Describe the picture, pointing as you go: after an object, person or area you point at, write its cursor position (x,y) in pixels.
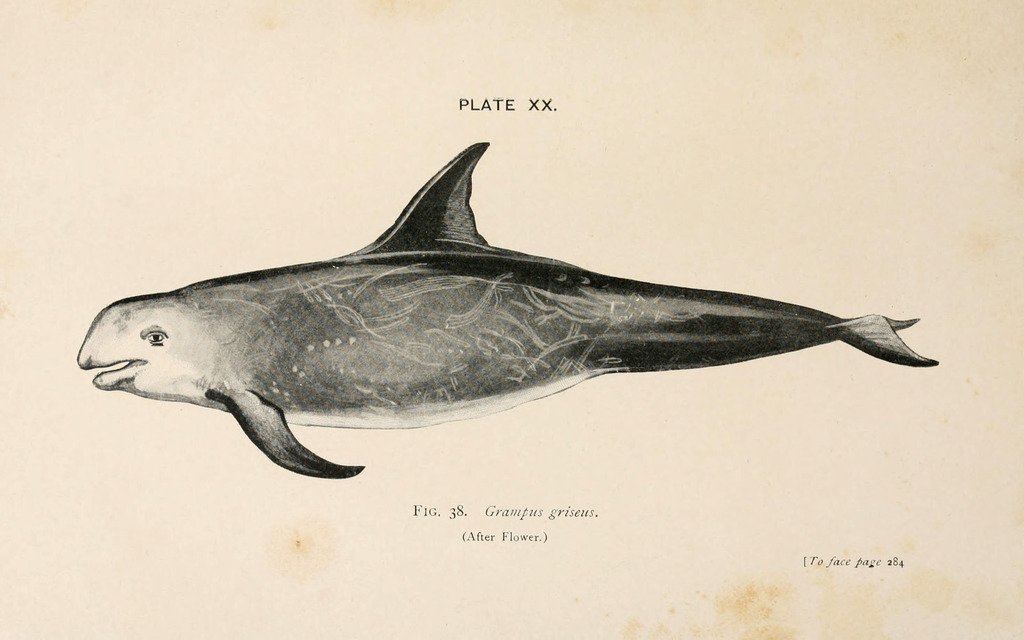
This is a page (456,600) and on this page (332,153) we can see a fish (417,403) and some text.
